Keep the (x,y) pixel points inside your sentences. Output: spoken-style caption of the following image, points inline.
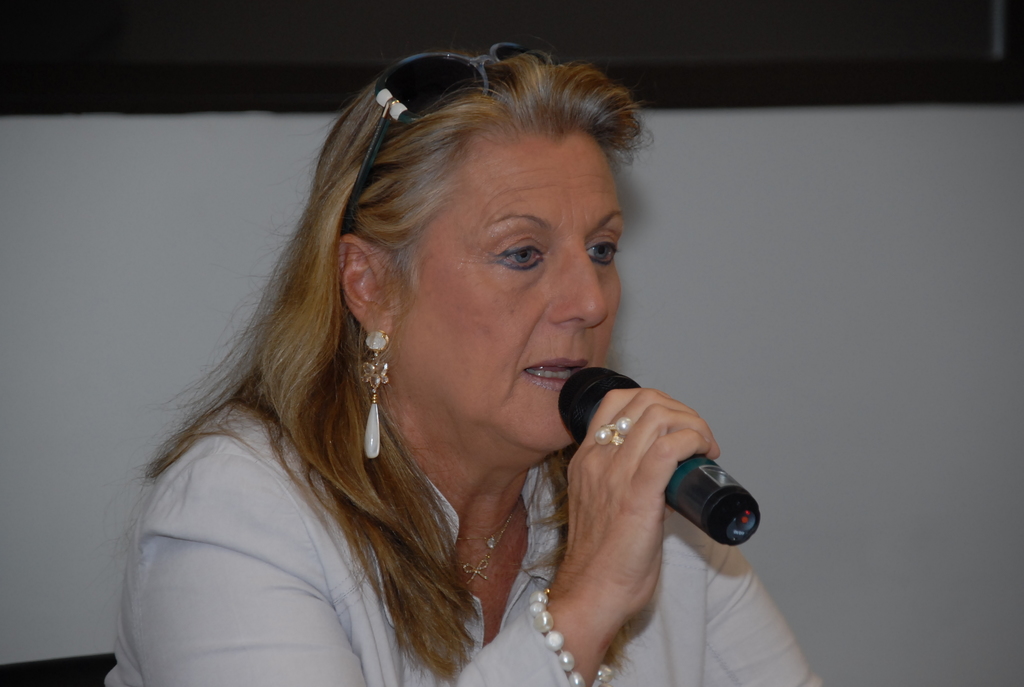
In this picture there is a woman (525,576) sitting on the chair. She is holding a mic (689,462) in her hand (684,449).
